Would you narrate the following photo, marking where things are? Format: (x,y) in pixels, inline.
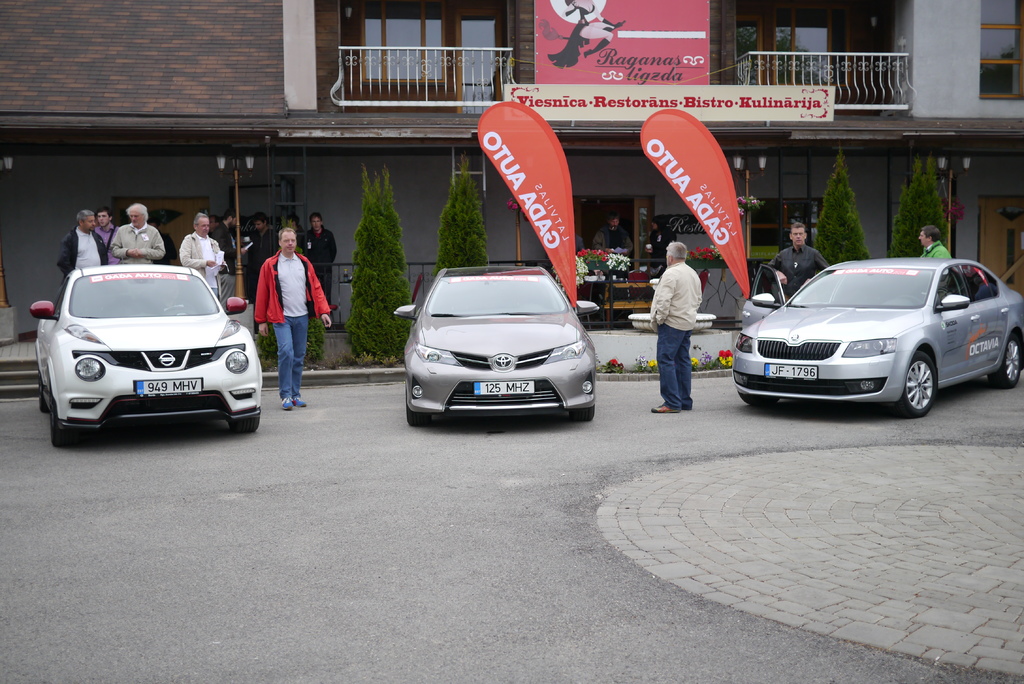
In this image we can see three cars (52,387) parked on the road (399,470). Here we can see these people (113,240) standing here. In the background (469,192), we can see trees (478,210), flowers (744,209), red color banners (710,207), boards (645,90), light poles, door (1004,242), glass windows (388,33), building (483,93) and the roof (185,20) here.
